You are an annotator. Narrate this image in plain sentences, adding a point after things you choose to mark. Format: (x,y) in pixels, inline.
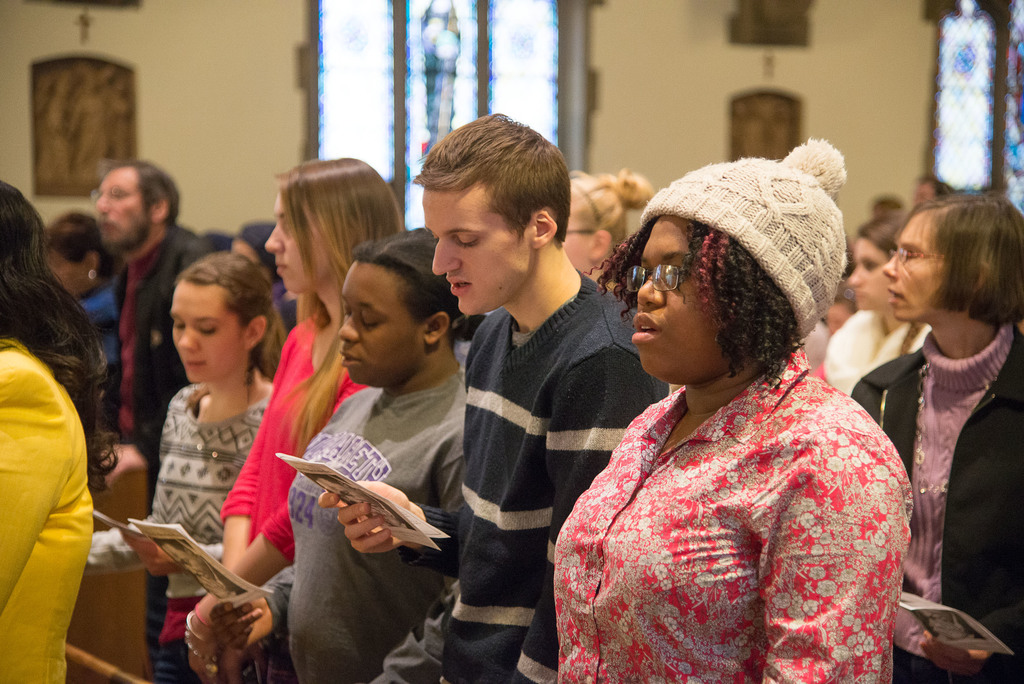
In this image I can see number of people (573,251) are standing and I can see few of them are holding papers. In the front (701,384) I can see one of them is wearing a specs (636,284) and a white colour cap (681,196). In the background (424,4) I can see two windows (984,52) and few things (788,102) on the wall (42,36). I can also see this image is little bit blurry in the background (161,122).
